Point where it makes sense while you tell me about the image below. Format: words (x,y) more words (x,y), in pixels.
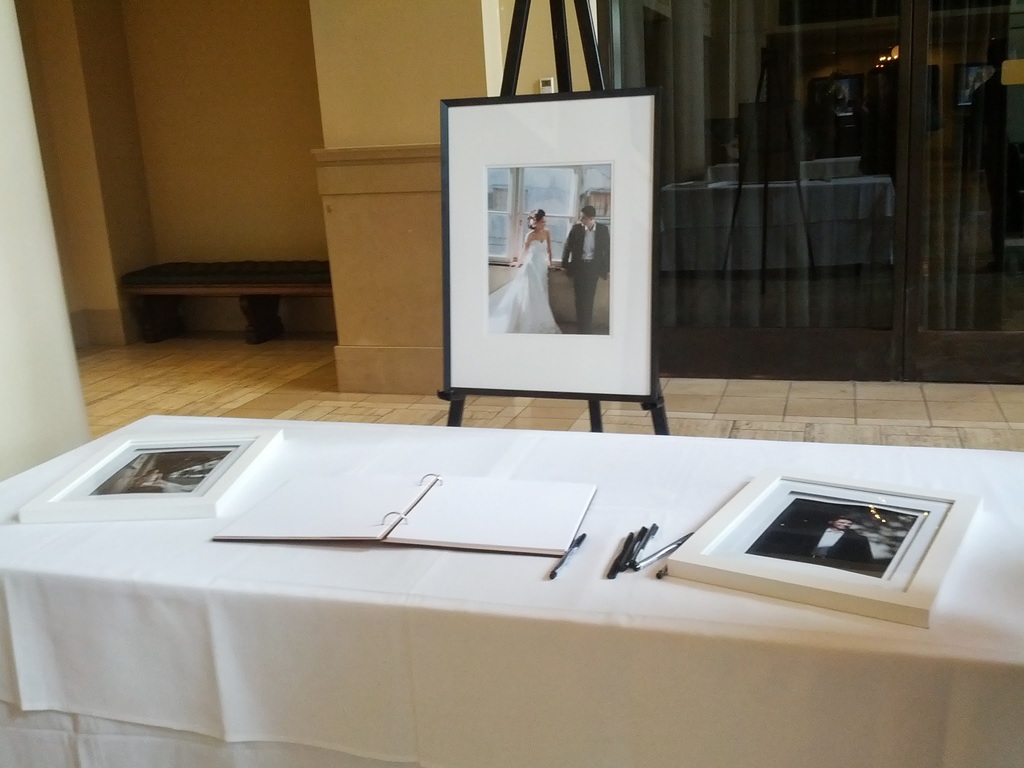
In this image we can see a photo frame (532,202) of a couple (574,236) on the stand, in front of it, we can see a few other frames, a book (489,535) and some pens (636,556) on a table (636,526), there is a glass door (867,199) and a wall (440,212).
